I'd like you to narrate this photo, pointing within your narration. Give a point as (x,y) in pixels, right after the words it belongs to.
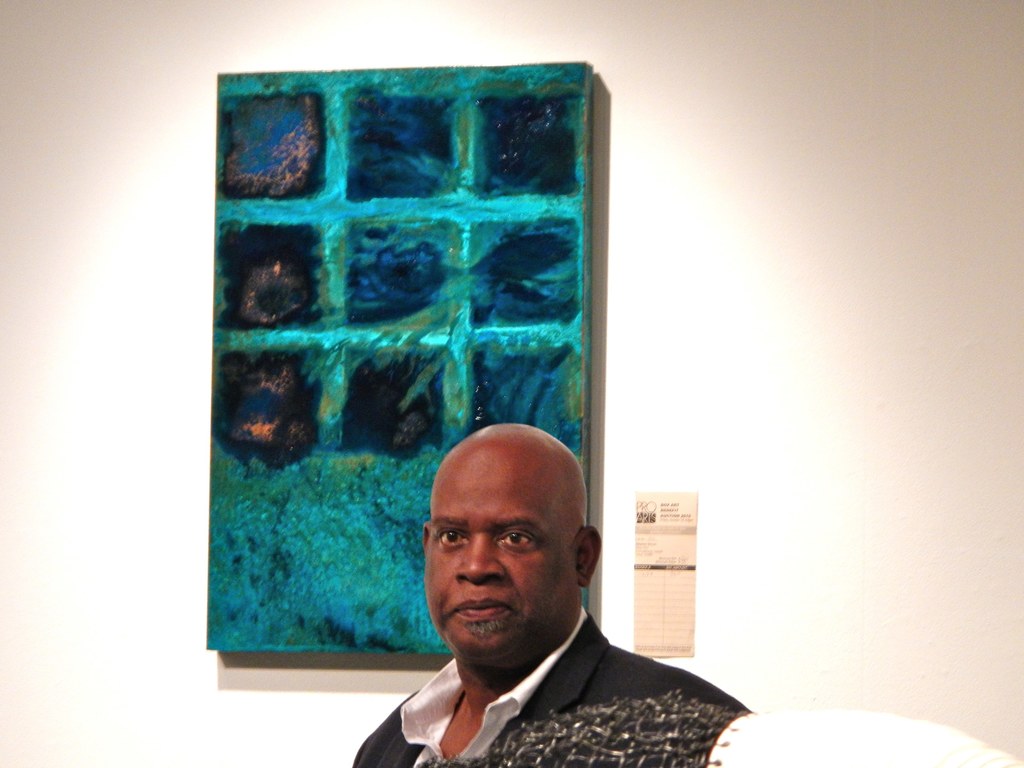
Here in this picture we can see a man (466,581) standing over a place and behind him on the wall (608,507) we can see a painting (458,229) present.
